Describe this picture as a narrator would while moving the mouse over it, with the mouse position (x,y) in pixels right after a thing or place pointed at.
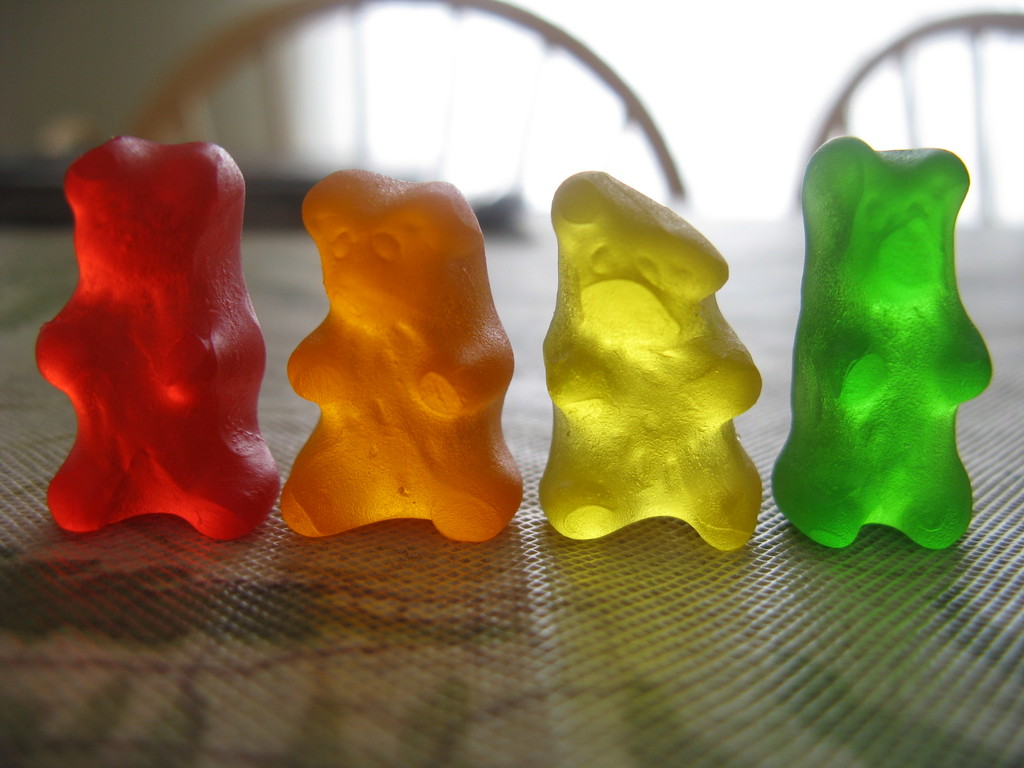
In this image we can see candies (928,417) placed on the surface (475,714). In the background (982,99), we can see the chairs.
